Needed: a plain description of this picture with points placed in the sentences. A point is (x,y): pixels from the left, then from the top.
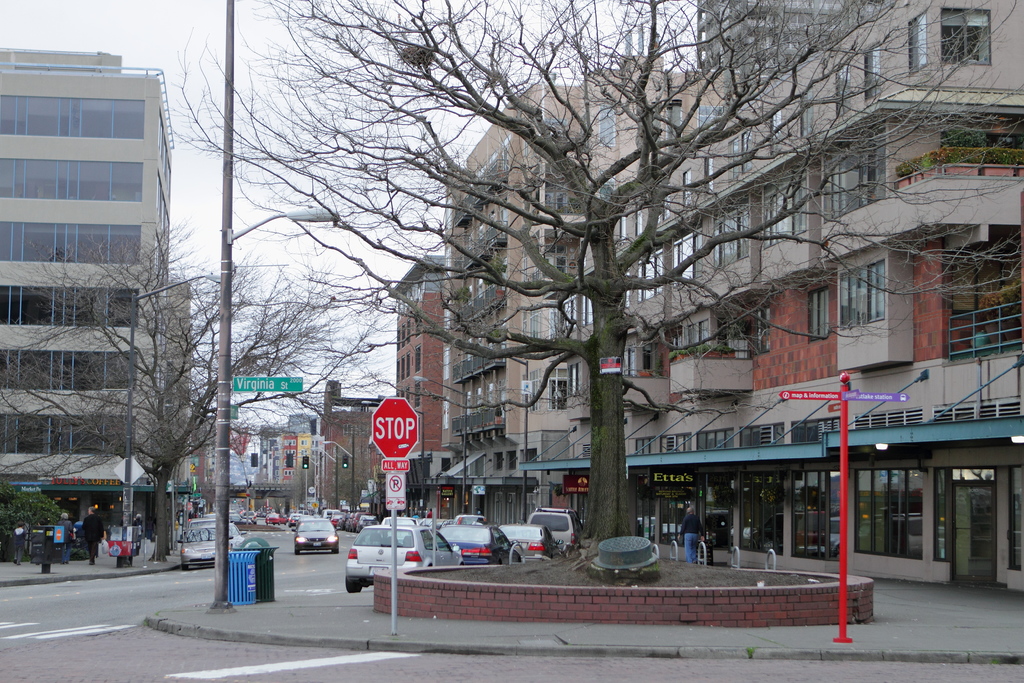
In this image I can see few vehicles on the road (352,674). In front I can see few boards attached to the poles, background (458,453) I can see few dried trees (86,427) and few trees (2,505) in green color, buildings (121,499) in cream, brown and white color, a light pole (218,466) and the sky (299,138) is in white color.
